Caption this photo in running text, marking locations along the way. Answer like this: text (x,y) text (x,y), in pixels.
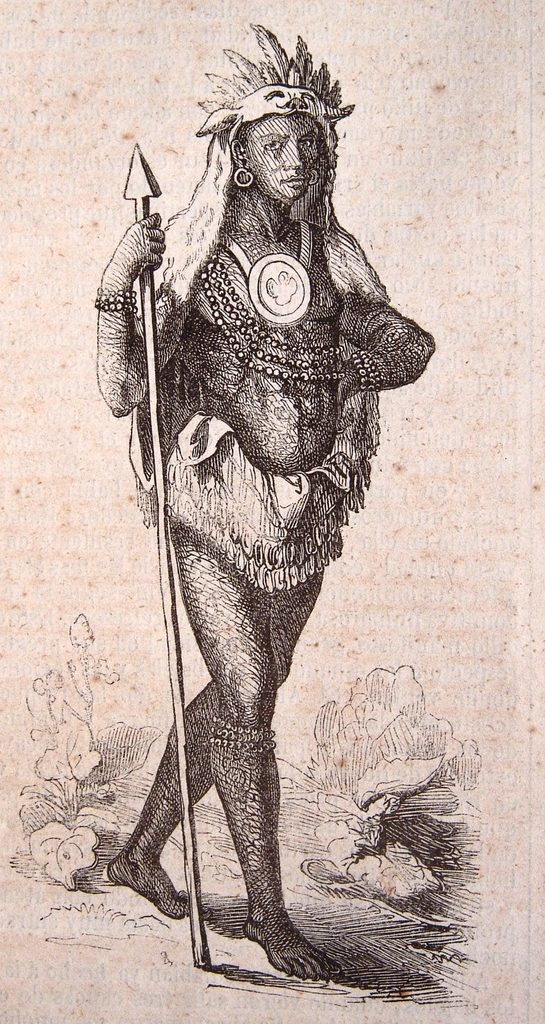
In this picture there is a poster (419,185). In the center (197,368) I can see the drawing (211,433) of a man (336,413) who is holding a spear (173,643). Beside him I can see some flowers (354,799) and plant (103,815).
